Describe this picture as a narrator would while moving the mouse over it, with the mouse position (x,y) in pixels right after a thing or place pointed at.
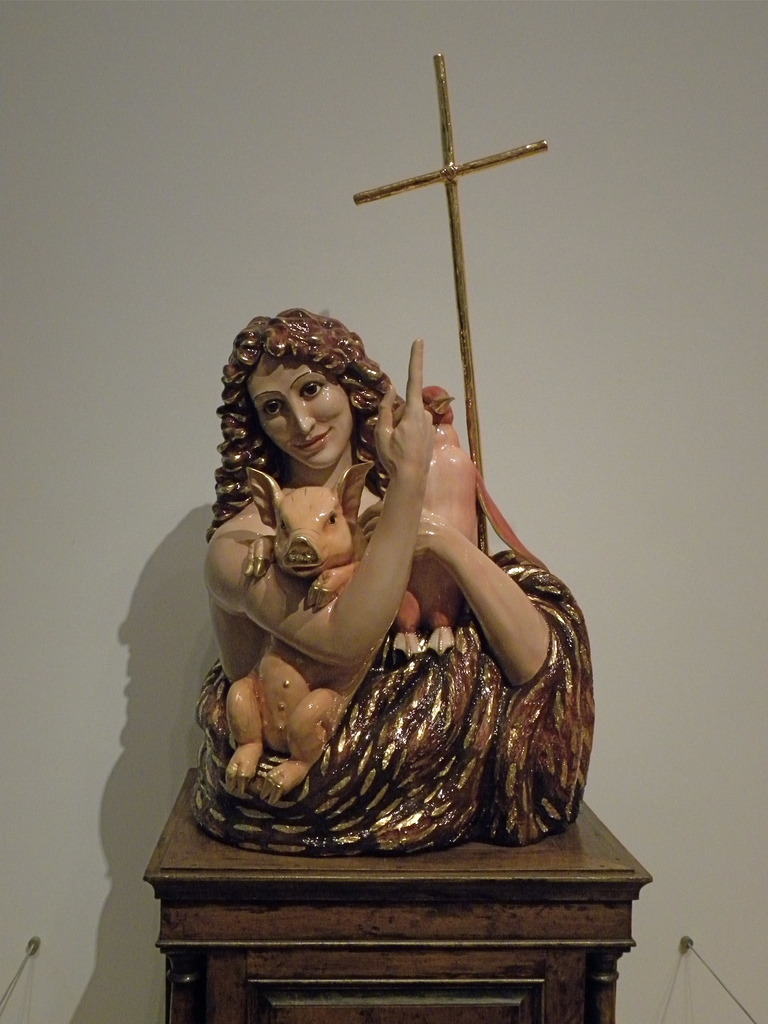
In the foreground of this image (364,596), there is a sculpture (421,808) on a table (456,933) and a wall (170,80) in the background (126,218).
